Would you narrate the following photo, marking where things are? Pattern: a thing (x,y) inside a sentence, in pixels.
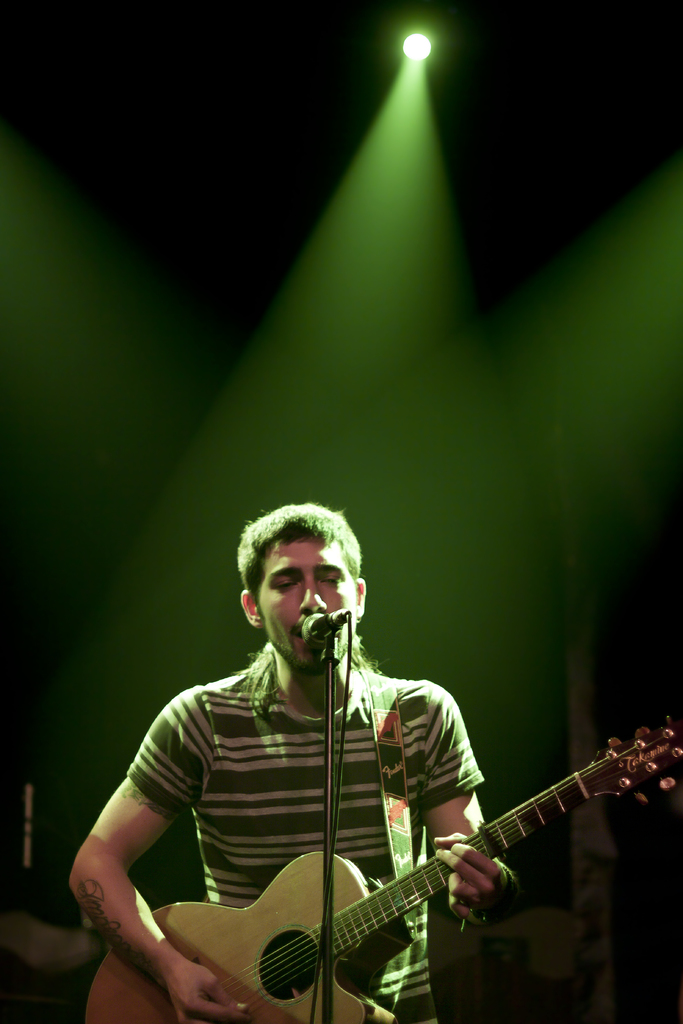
This picture is clicked in the musical concert. The man (339,646) in green and white T-shirt (261,773) is holding a guitar (336,872) in his hands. He is playing the guitar (202,914). In front of him, we see a microphone (325,614) and he is singing the song on the microphone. At the top of the picture (427,42), we see a green light (438,265).
